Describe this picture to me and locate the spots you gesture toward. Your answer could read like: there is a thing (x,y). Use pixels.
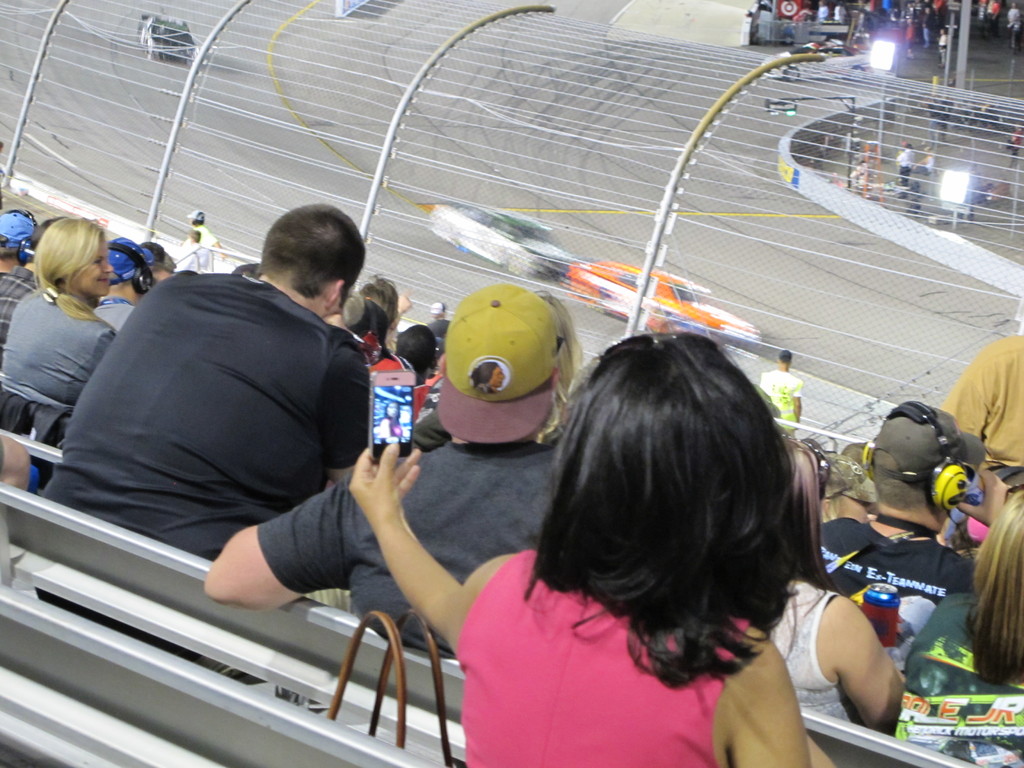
This image consists of a stadium (277,200) in which there are many persons (626,388) sitting. It looks like a car racing. At the bottom (483,666), there is a woman (551,643) taking a selfie picture.
